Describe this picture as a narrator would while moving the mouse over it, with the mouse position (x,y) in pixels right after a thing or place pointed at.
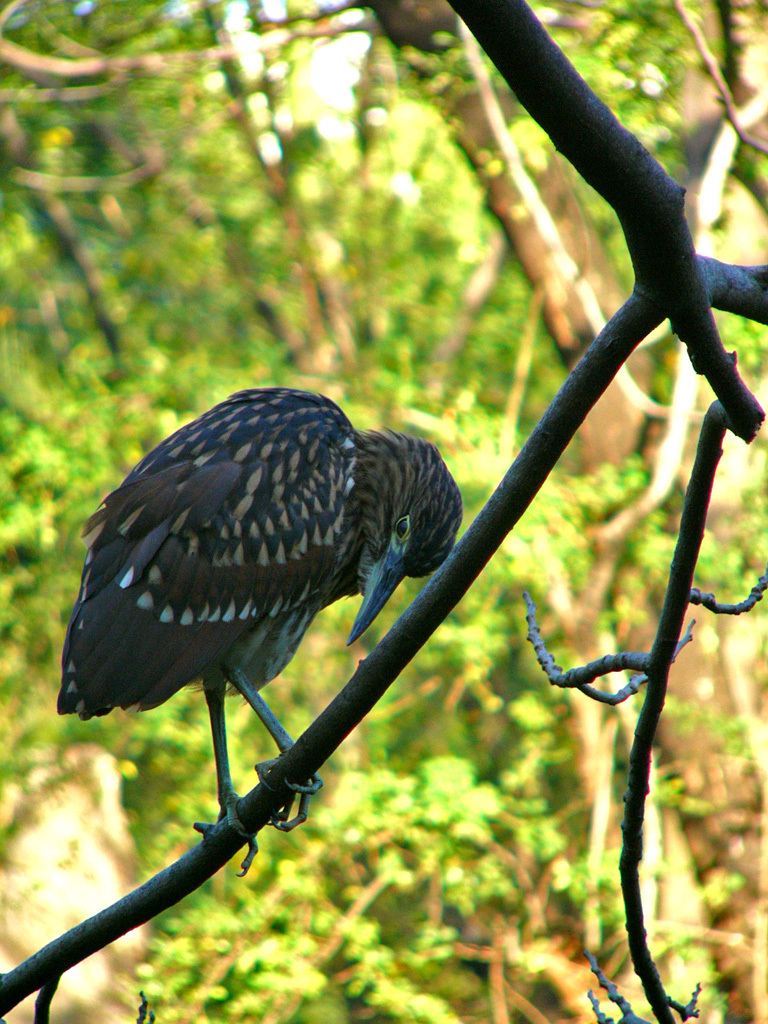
In the picture I can see a bird (312,459). In the background of the image (344,209) I can see a group of trees (264,151). The background of the image (393,82) is blurred.
